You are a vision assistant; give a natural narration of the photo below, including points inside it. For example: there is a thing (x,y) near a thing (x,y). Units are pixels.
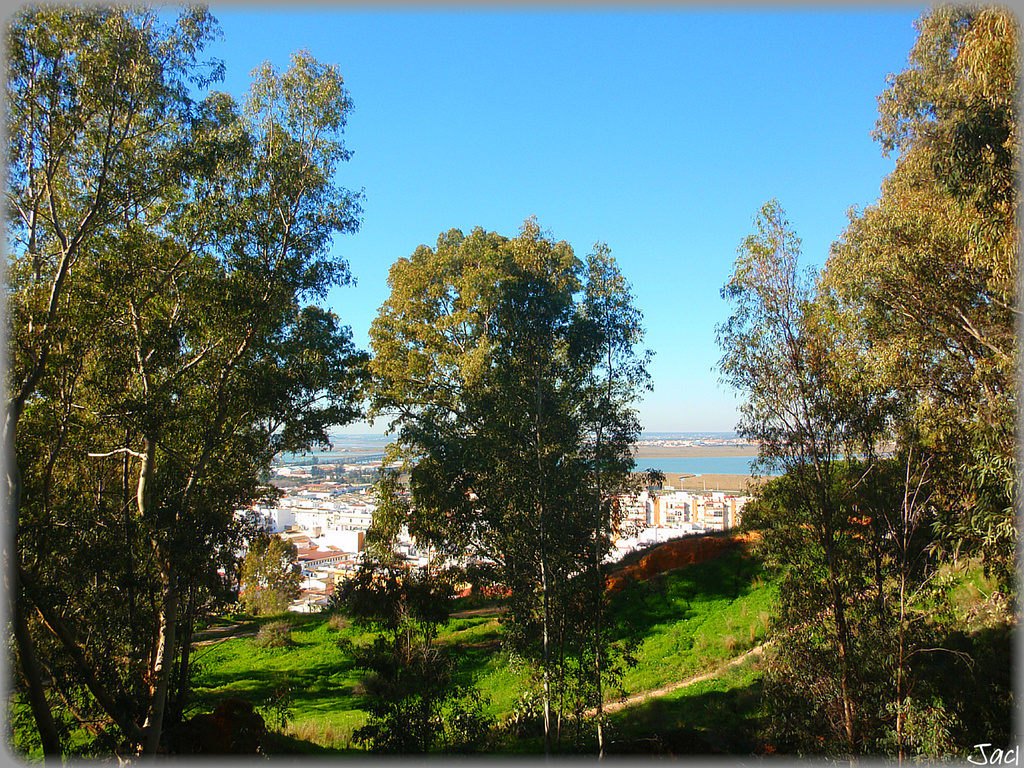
In the foreground of the picture (495,516) there are trees (520,610), plants (267,636) and grass (240,651). In the center of the picture (358,490) we can see buildings (630,521) and water body (353,443), it is an aerial view of a city (630,506). At the top (473,100) it is sky (682,138).
